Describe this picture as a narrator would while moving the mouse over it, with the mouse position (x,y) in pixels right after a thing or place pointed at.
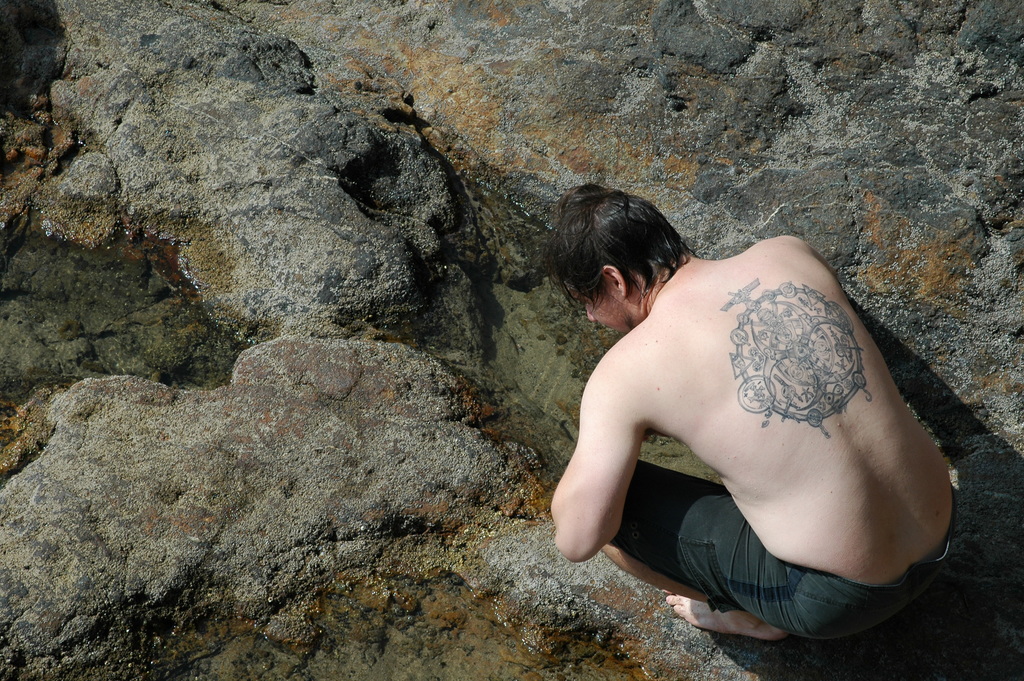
In this picture I can see a man (687,313) in a squat position, there is water (506,225) and there are rocks (663,145).
